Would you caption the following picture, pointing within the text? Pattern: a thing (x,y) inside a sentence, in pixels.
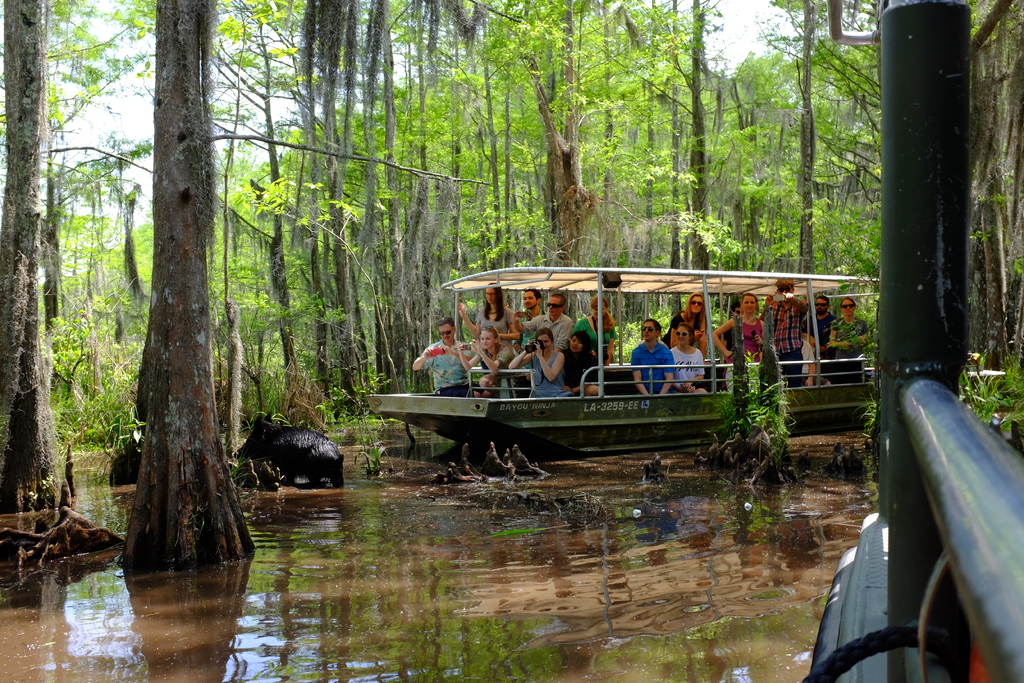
There are few persons (672,334) in the boat (619,447) which is on the water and there are trees (602,149) in the background (532,125).
